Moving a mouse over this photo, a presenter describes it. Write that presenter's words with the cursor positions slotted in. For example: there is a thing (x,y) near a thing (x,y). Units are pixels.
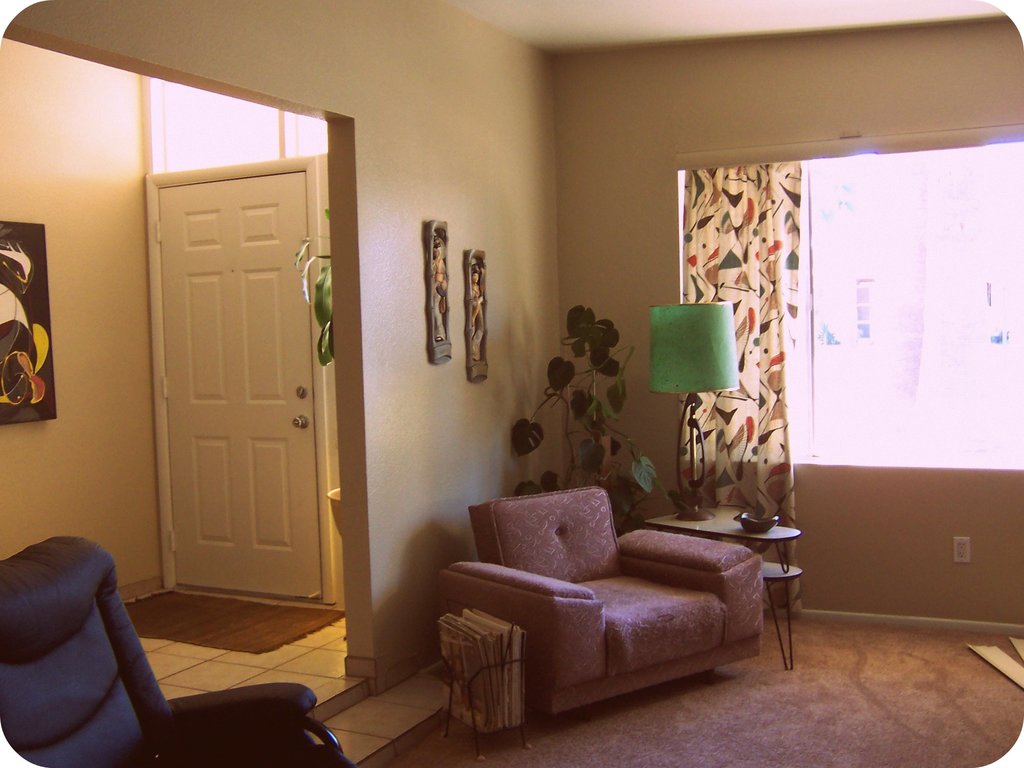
In the room (178,693) to the left side (102,733) there is a blue color sofa (102,733) and pink color sofa (616,567). And to the beside sofa (670,532) there is a table (689,529). On the table (728,521) there is a lamp (684,484). We can see a window (801,328) with curtain (757,325). There are frames (481,320) on the wall (452,291). And to the left side (252,346) we can see a door (287,368). And to the left wall (83,293) there is a photo frame (30,296). And we can see a doormat (221,614).
